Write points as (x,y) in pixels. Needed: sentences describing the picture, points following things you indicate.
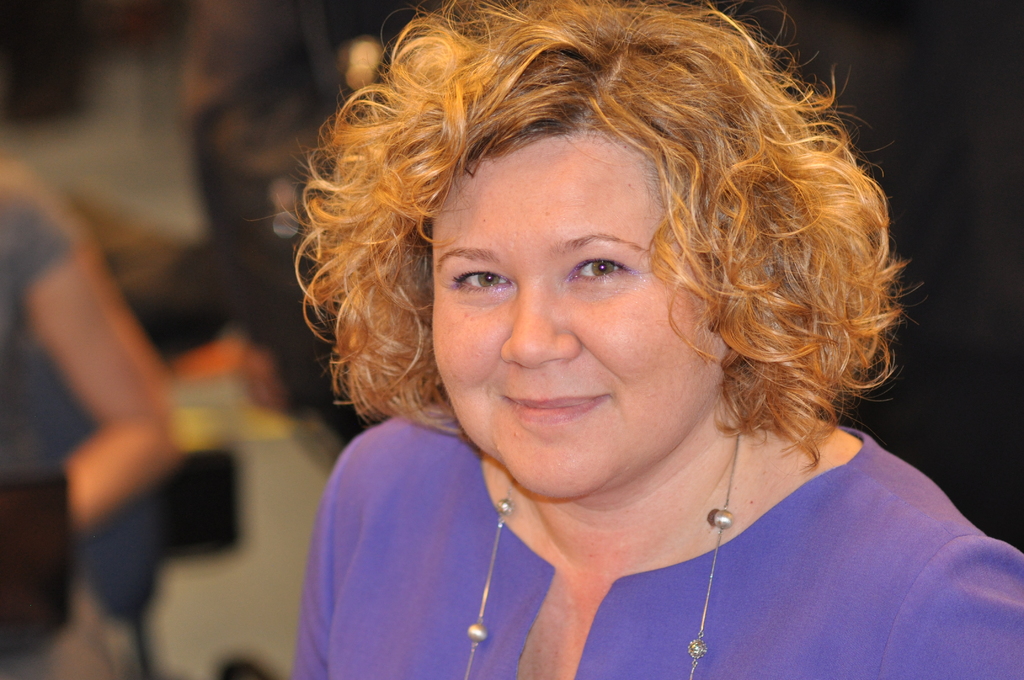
This image consists of a woman (646,539). She is wearing purple color dress (709,560). She is wearing a chain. She is smiling.
